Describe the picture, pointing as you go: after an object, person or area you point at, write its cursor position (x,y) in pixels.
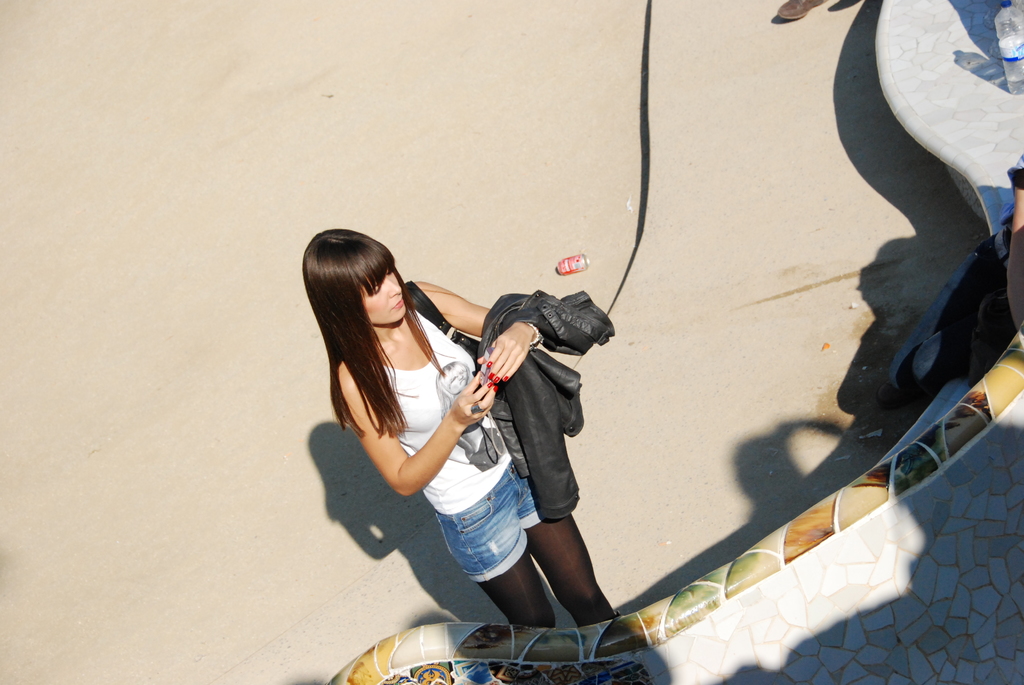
In this picture we can see a woman (409,414), black strap (441,327) and a jacket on her hand (512,366). We can see a bottle (1010,74) on a platform (972,153). There are a few objects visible on the ground (817,417). We can see the shadows (631,267) of some objects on the ground (776,300).
